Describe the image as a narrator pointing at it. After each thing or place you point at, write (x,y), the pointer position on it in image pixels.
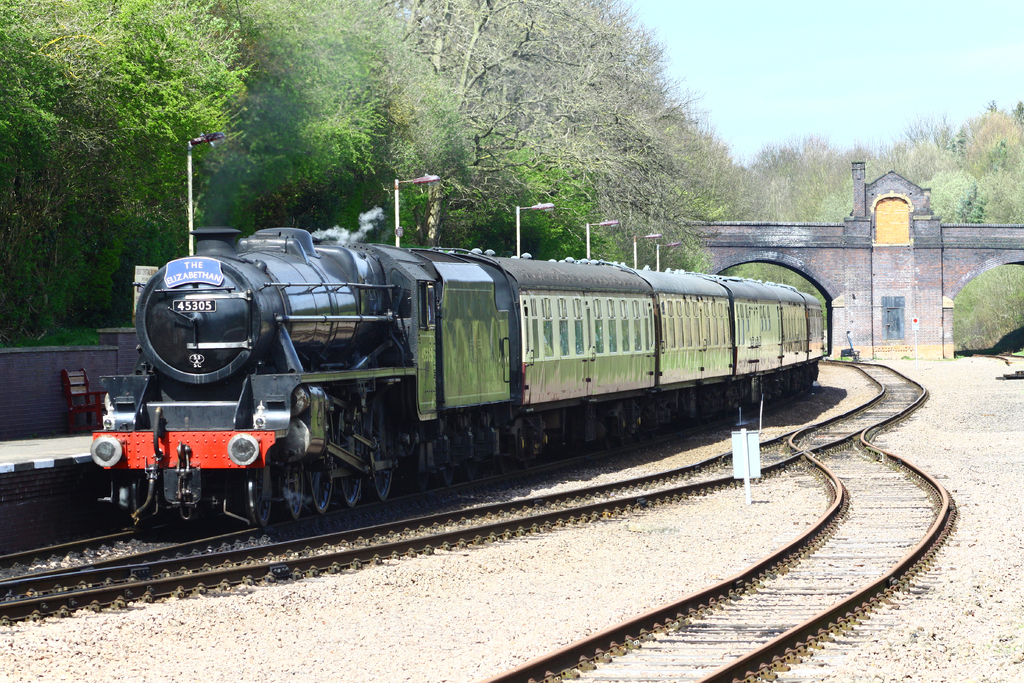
In this picture we can see train (369,379) on track (203,543) and we can see poles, lights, boards (149,268), tracks (811,558), chair (89,427) on the platform (37,462), trees (419,192) and bridge (871,234). In the background of the image (840,60) we can see the sky (877,37).
